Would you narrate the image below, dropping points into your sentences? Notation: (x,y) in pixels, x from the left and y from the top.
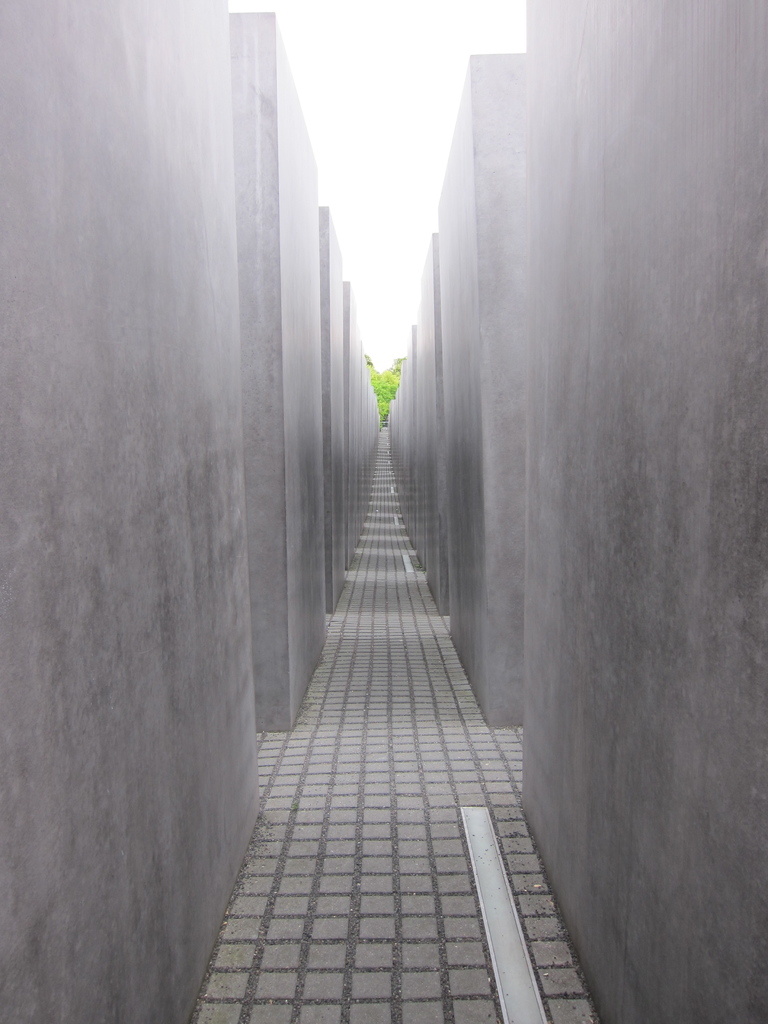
In this image we can see a corridor (384,727). On the sides there are walls (287,577). In the background (400,379) we can see green color object (383,391).
